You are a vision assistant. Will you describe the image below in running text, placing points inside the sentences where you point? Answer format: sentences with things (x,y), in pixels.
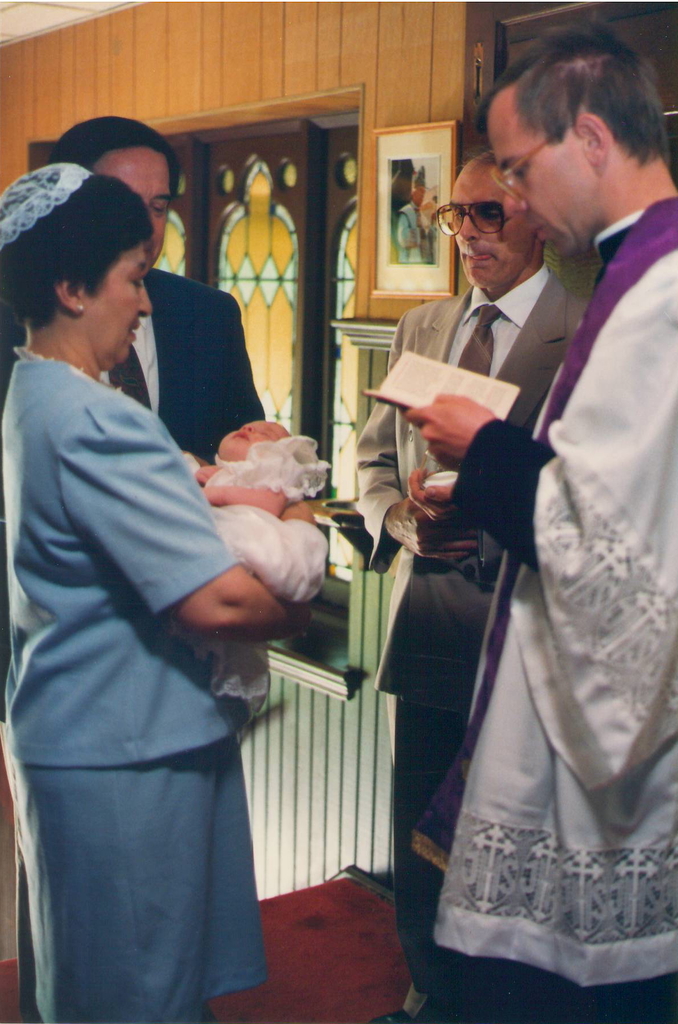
On the left side of the image (224,833) we can see a lady (74,336) standing and holding a baby (239,487) in her hand (208,587), next to her there are two people (490,272). On the right (577,757) we can see a man (601,629) standing and holding a book (416,406). In the background (266,129) there is a wall (412,108), windows (346,215) and a frame (423,157) placed on the wall (398,316).
